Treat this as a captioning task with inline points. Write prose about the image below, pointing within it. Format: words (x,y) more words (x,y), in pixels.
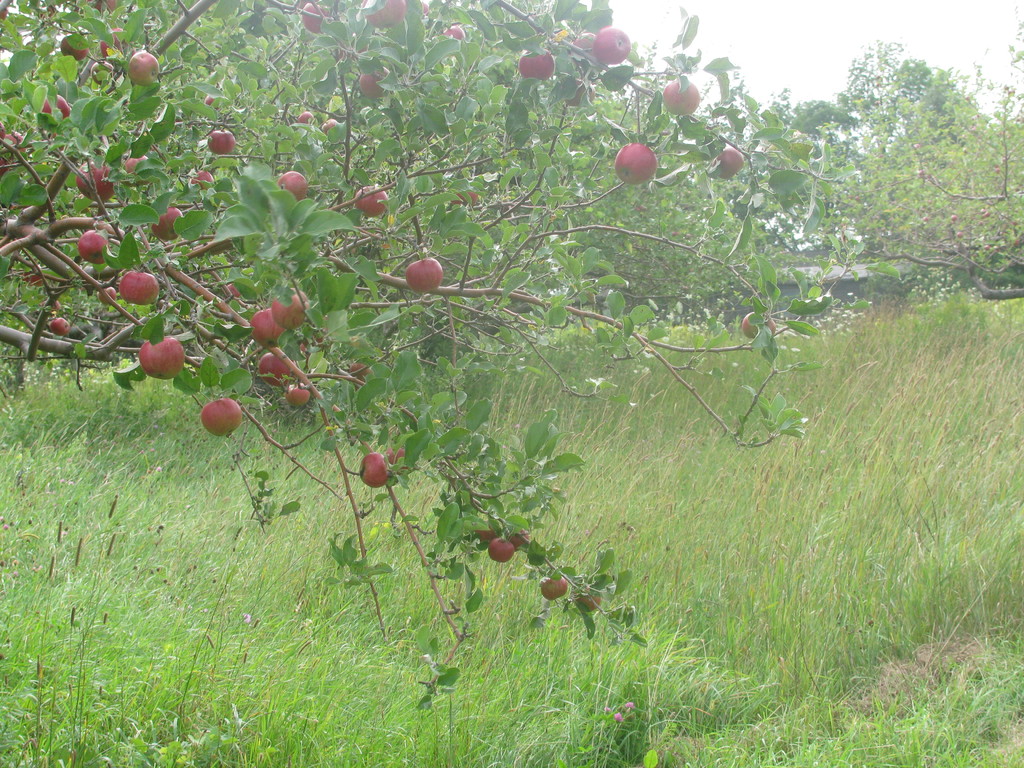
This picture is clicked outside. In the foreground (212,631) we can see the green grass (800,606). On the left (218,425) we can see the fruits (203,417) hanging on the tree (440,255). In the background (831,33) we can see the sky (820,46), trees (831,211) and some objects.
